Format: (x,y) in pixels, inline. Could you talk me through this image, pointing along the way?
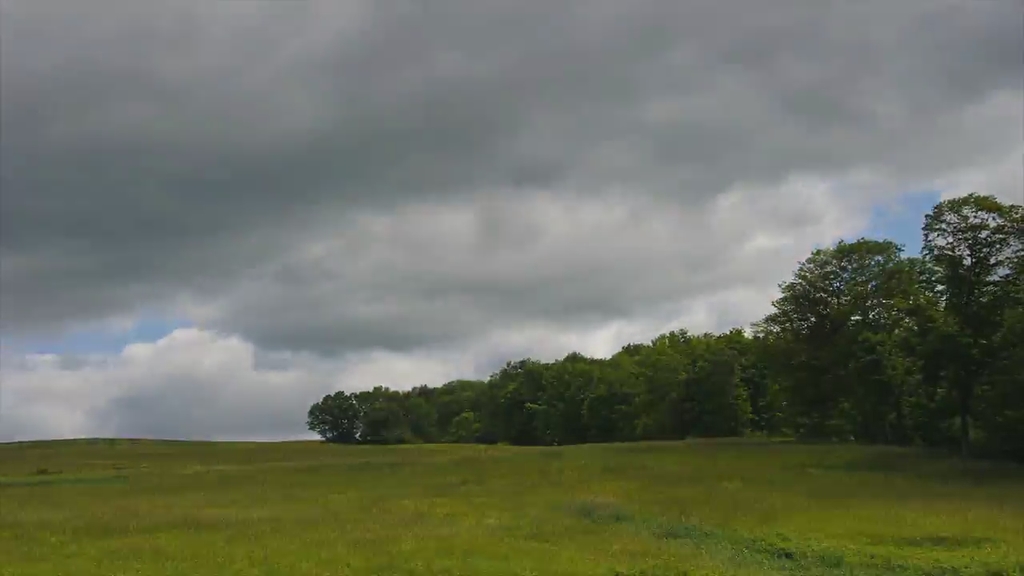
In this picture we can see grass (456,476) and trees (645,388). In the background of the image (488,317) we can see the sky (395,36) with clouds (492,243).
